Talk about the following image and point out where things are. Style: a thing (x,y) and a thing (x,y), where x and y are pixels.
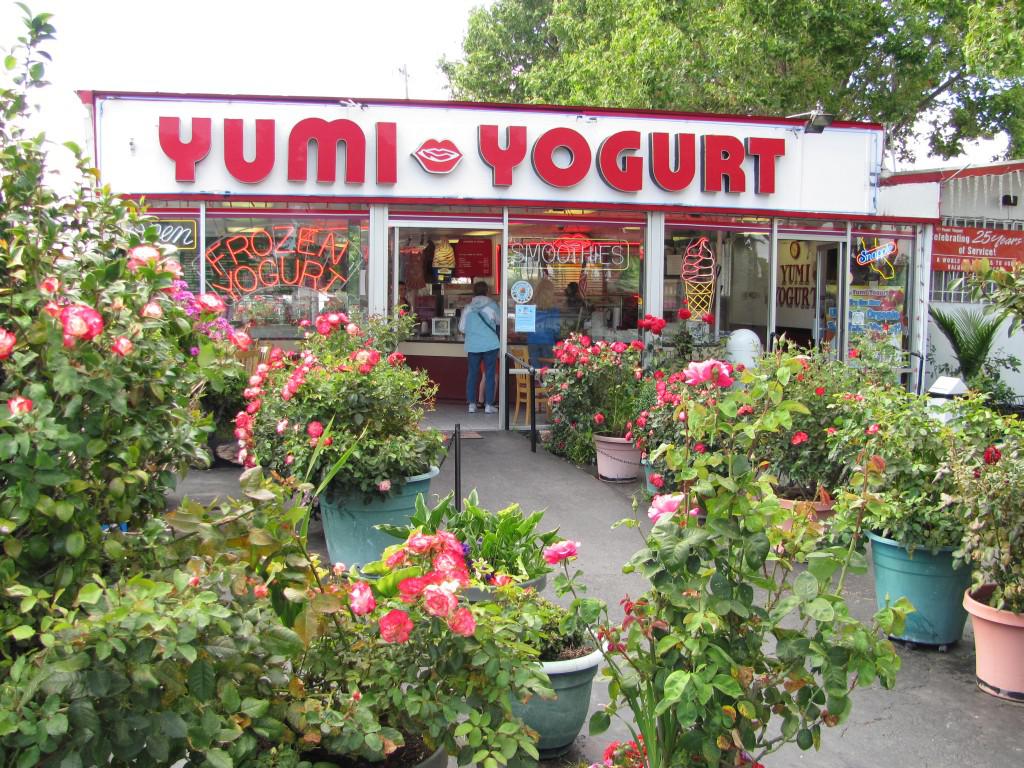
In the foreground of this image (251,484), there are flowers (470,624) to the plants (653,526). In the middle (592,484), there is a path (628,551) and a building (591,259) and we can see a person (476,380) standing. On the top (660,58), there is the tree (611,48) and the sky (279,47).
